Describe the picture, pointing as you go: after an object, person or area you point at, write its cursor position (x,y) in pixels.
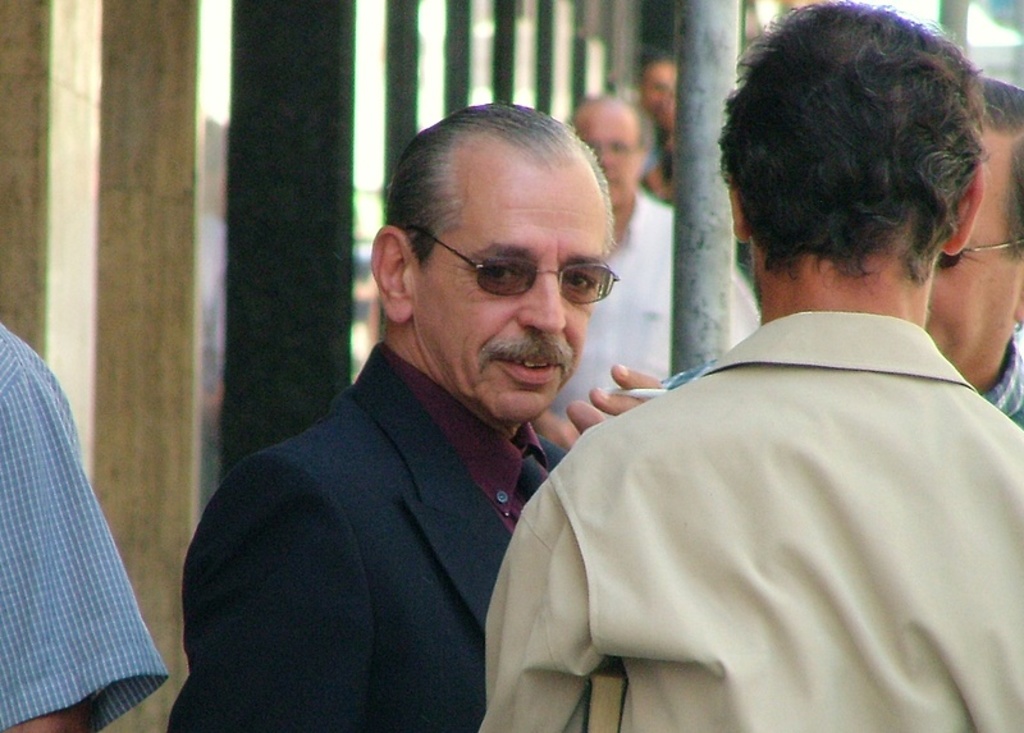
In this picture I can observe some men (299,443). One of them is wearing a coat (406,437) and spectacles (572,281). On the right side (685,191) I can observe a pole (700,196).
